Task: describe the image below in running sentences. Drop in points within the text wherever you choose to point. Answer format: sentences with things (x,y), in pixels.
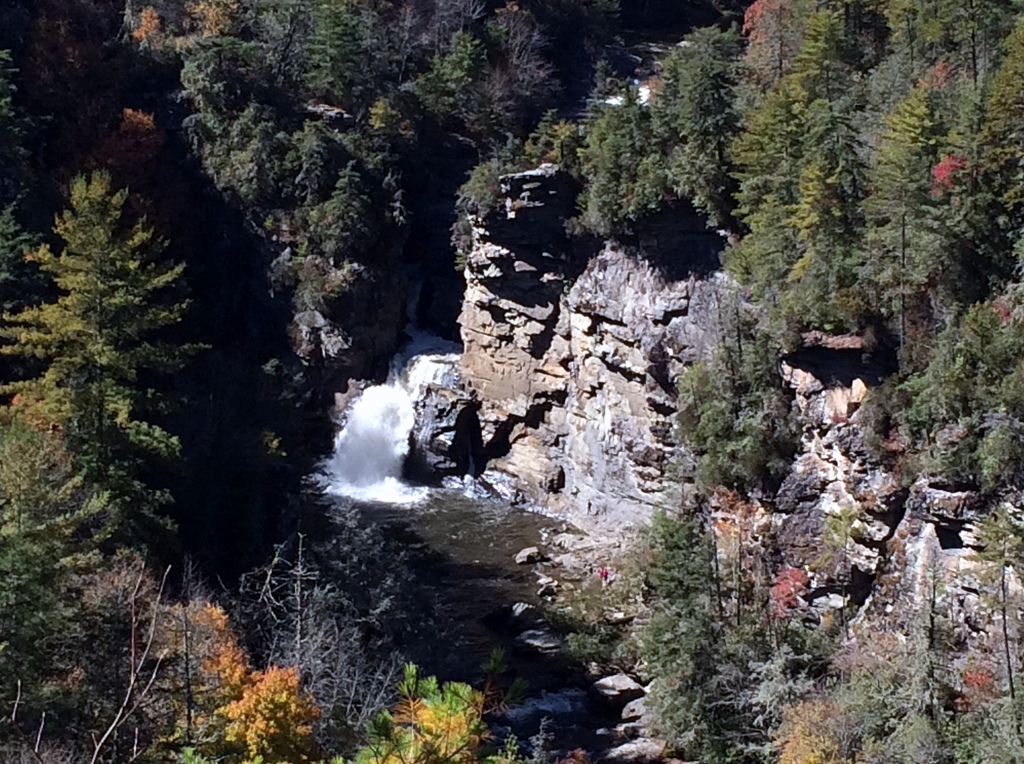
In this picture we can see water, few rocks (516,354) and trees (128,447).
